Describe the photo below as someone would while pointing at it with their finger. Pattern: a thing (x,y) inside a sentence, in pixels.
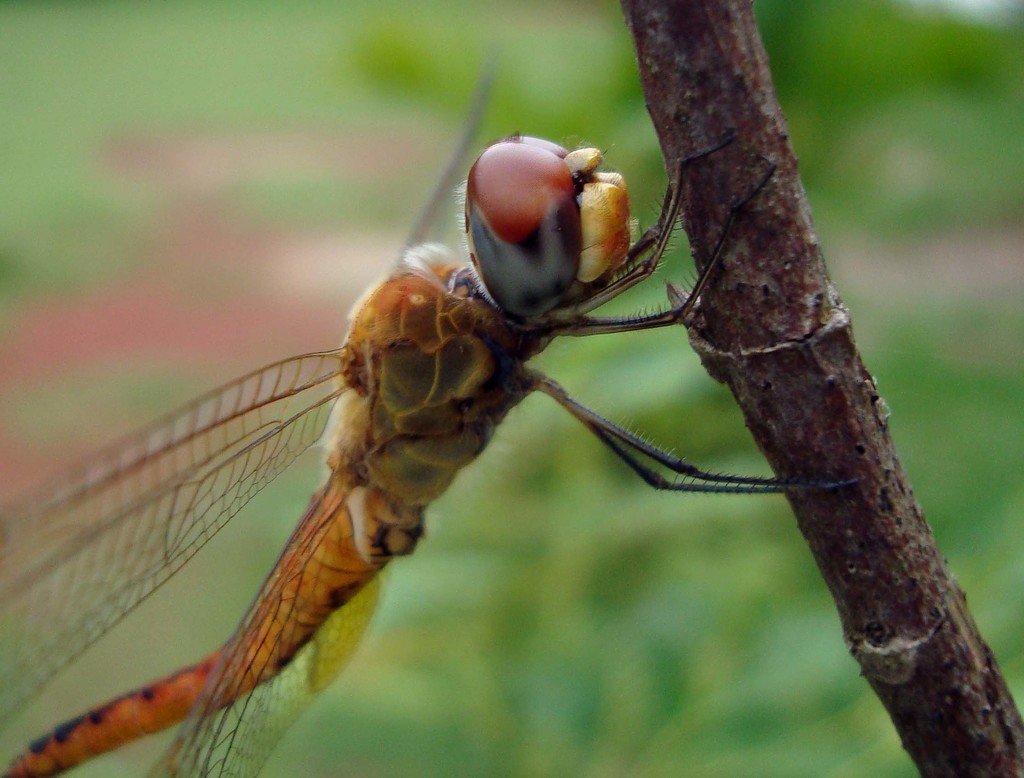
In this image we can see a dragonfly (371,540) on the branch (771,250) of a tree (764,307).
